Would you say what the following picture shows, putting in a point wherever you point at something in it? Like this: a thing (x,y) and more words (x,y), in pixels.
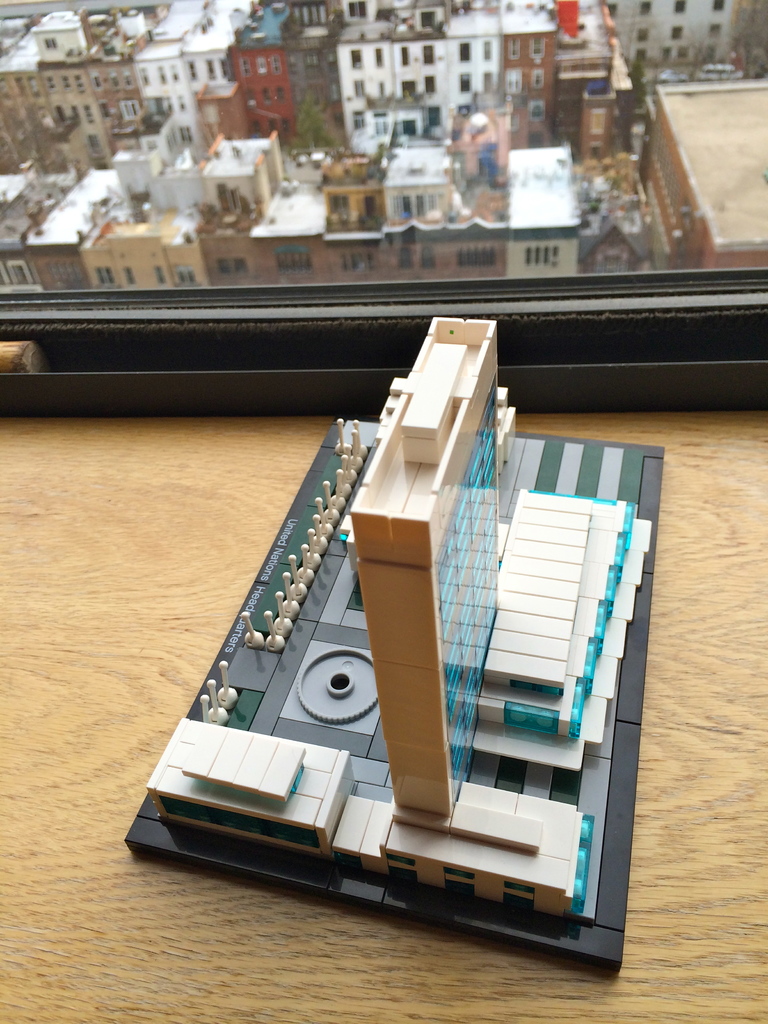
In this picture we can see an object (302,695) on the wooden surface (35,960). At the top of the image (89,124), there is a glass window (75,99). Through the glass window (121,68), we can see the buildings (381,85).
